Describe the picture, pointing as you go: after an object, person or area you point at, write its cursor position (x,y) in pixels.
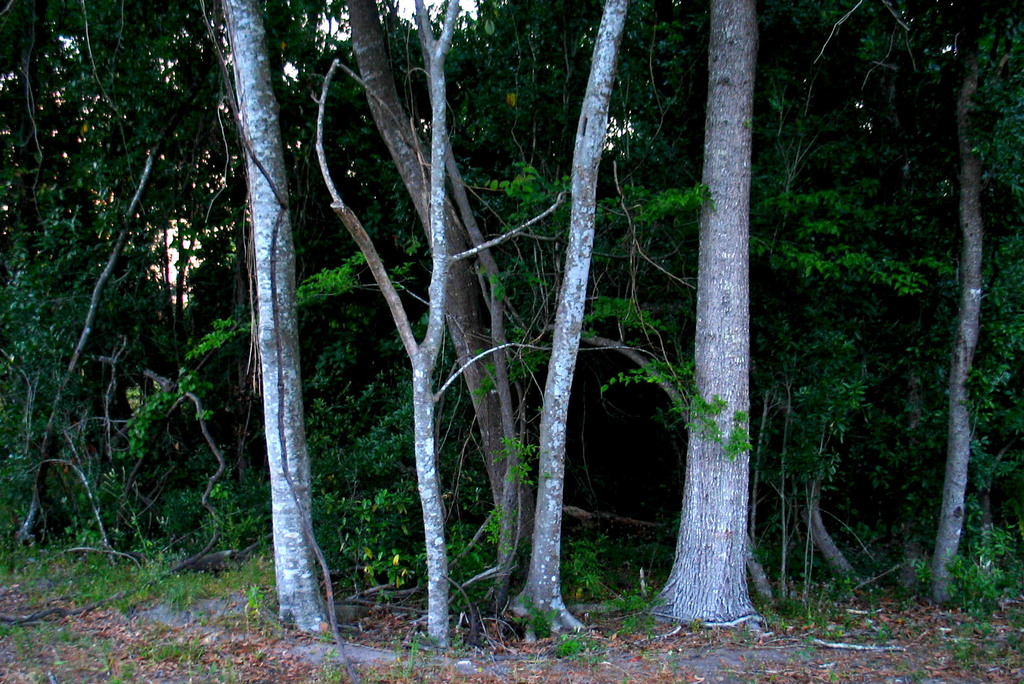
In this image I can see few trees (757,407) in green color and the sky (189,259) is in white color.
